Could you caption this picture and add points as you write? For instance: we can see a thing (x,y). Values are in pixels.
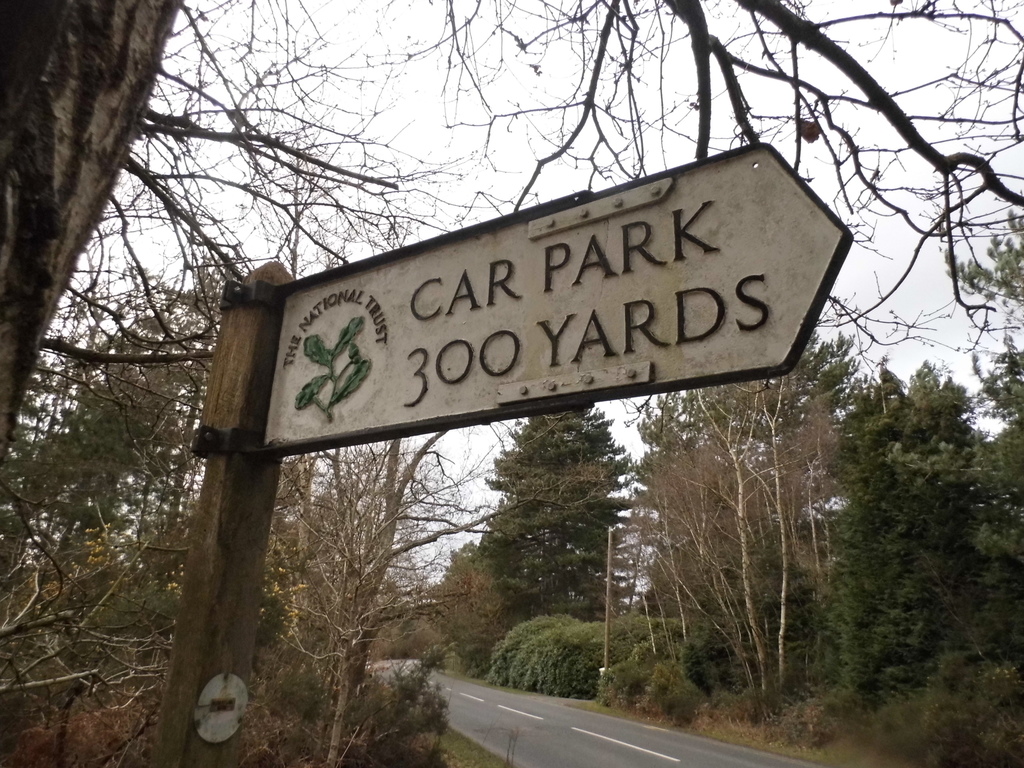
In this image we can see a pole (216,524) with a board (454,374) with some text (624,352) written on the board (656,341), where we can also see few trees (615,461), pole (611,605), road (597,746) and the sky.
